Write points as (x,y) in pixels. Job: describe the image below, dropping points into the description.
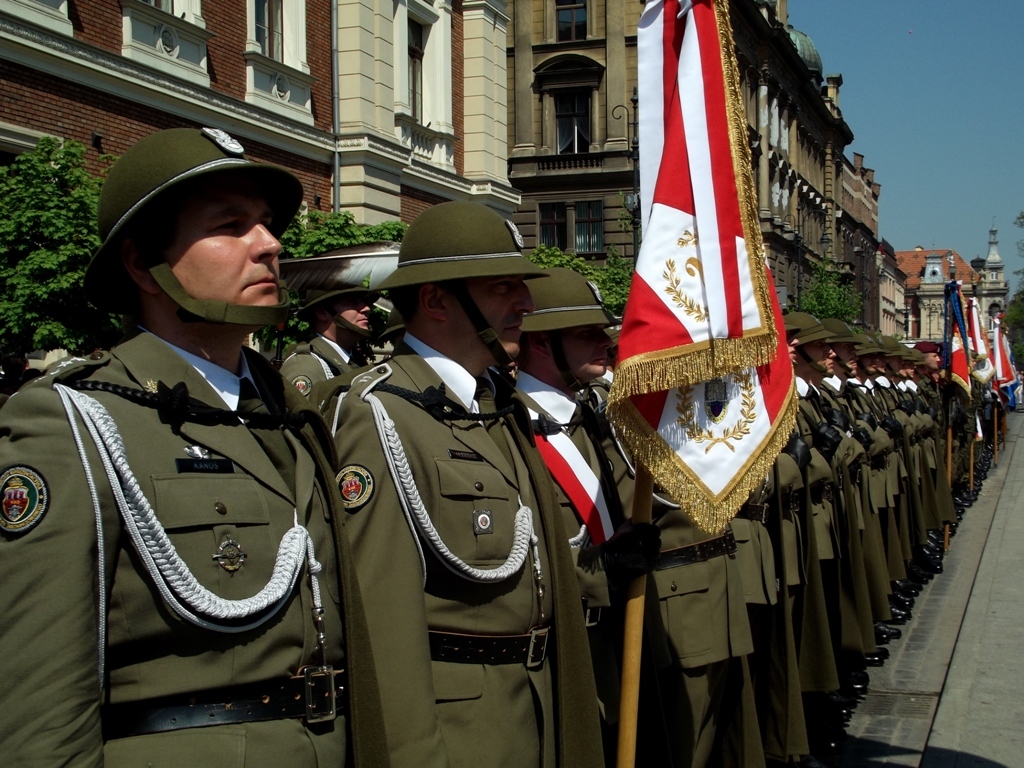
In the picture there are a group of people (787,487) standing in a row, all of them are wearing same uniform (847,481) and some of them are holding flags (784,400), behind them there are many plants (58,226) and behind the plants (56,198) there are buildings (374,154).
